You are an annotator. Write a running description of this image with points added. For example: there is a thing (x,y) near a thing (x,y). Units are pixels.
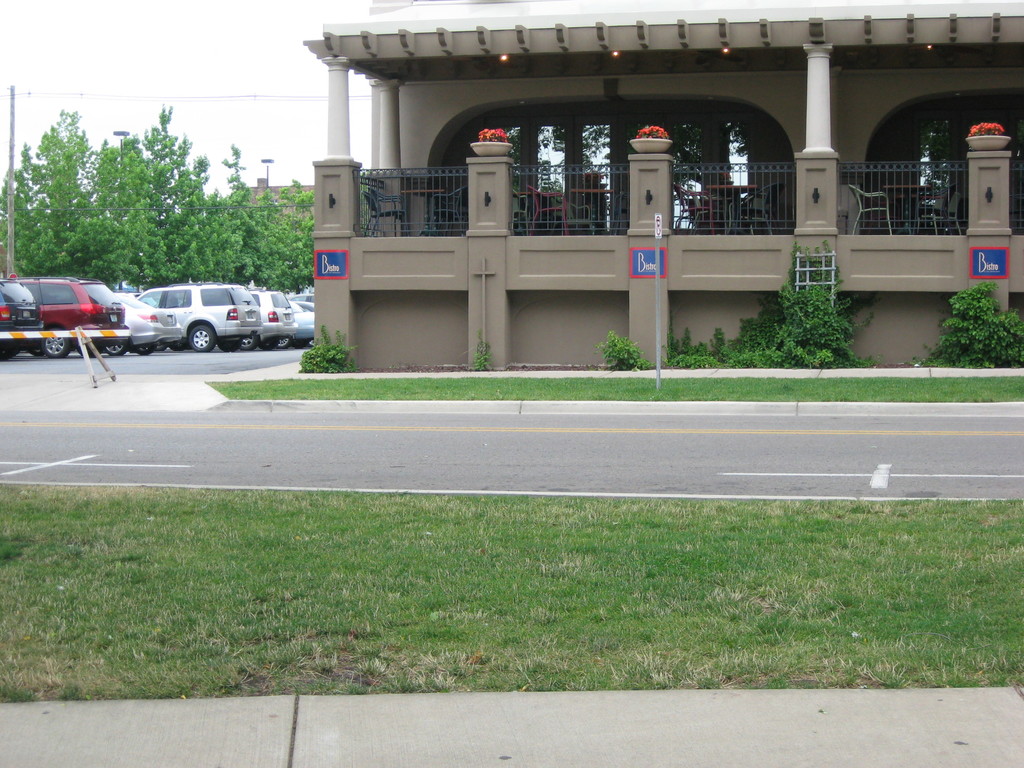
This picture shows a building (552,284) and we see cars (208,320) parked and few trees (178,247) and we see grass (397,560) on the ground (439,390) and few plants (723,336) and couple of poles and we see a cloudy Sky (199,88).
